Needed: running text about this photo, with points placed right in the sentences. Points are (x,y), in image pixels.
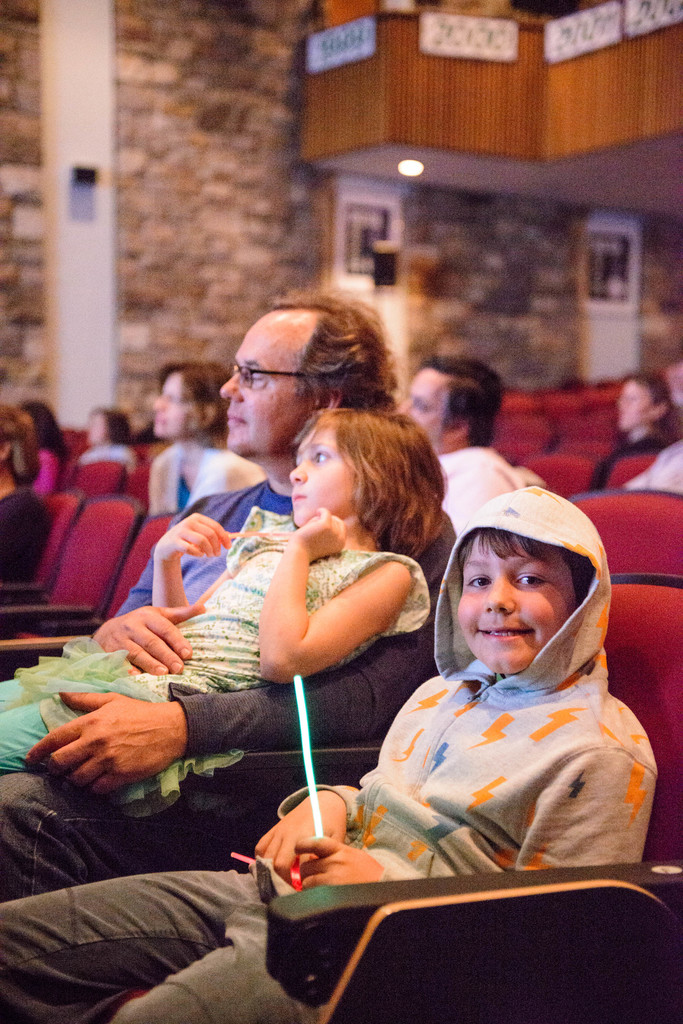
This picture is clicked inside the auditorium (504,366). In this image there is a boy (464,765) sitting in the chair (678,608). Beside him there is a man (246,499) who is sitting in the chair (250,747) by holding the girl (302,568). In the background (595,396) there are so many chairs (92,479) on which there are people (114,418). In the background (232,154) there is a wall (163,182). At the top (472,93) there is another floor (619,91) to which there is a light (409,168).
